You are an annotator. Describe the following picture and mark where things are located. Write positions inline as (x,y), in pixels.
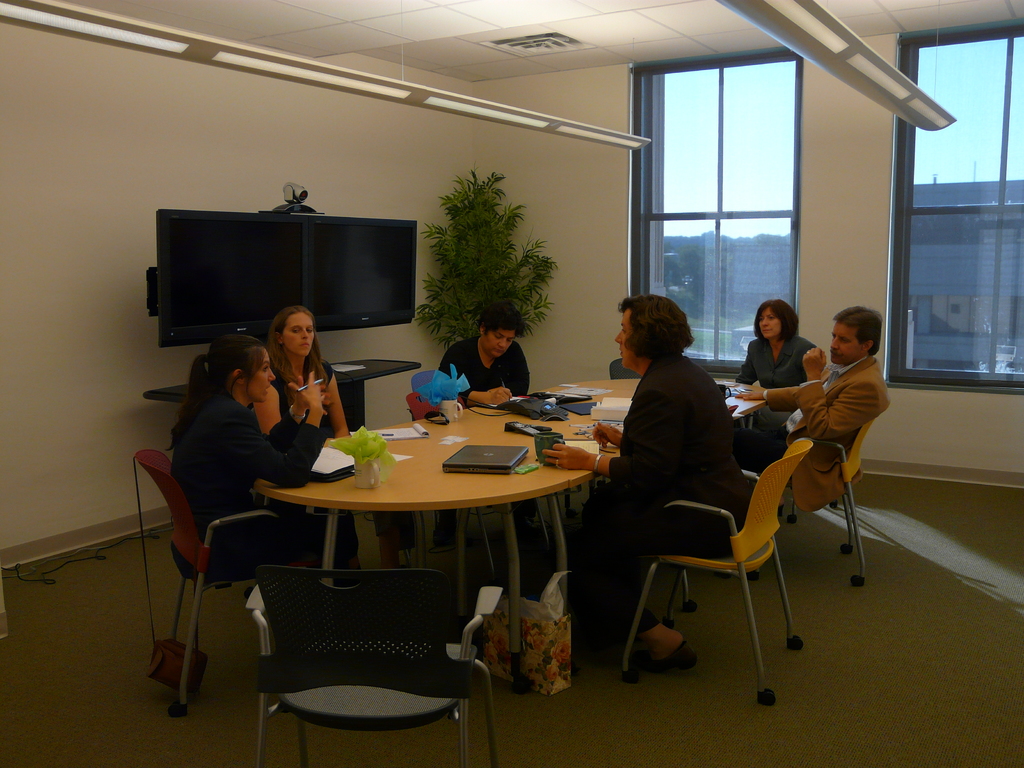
people (643,477) are seated on the chairs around the table (392,487). on the table (395,489) there is a laptop (468,457), cup (372,472), paper (402,460), book (394,434). behind them there is a t. v (338,265) and a plant (474,254). at the right (894,171) there are glass windows (719,262).
